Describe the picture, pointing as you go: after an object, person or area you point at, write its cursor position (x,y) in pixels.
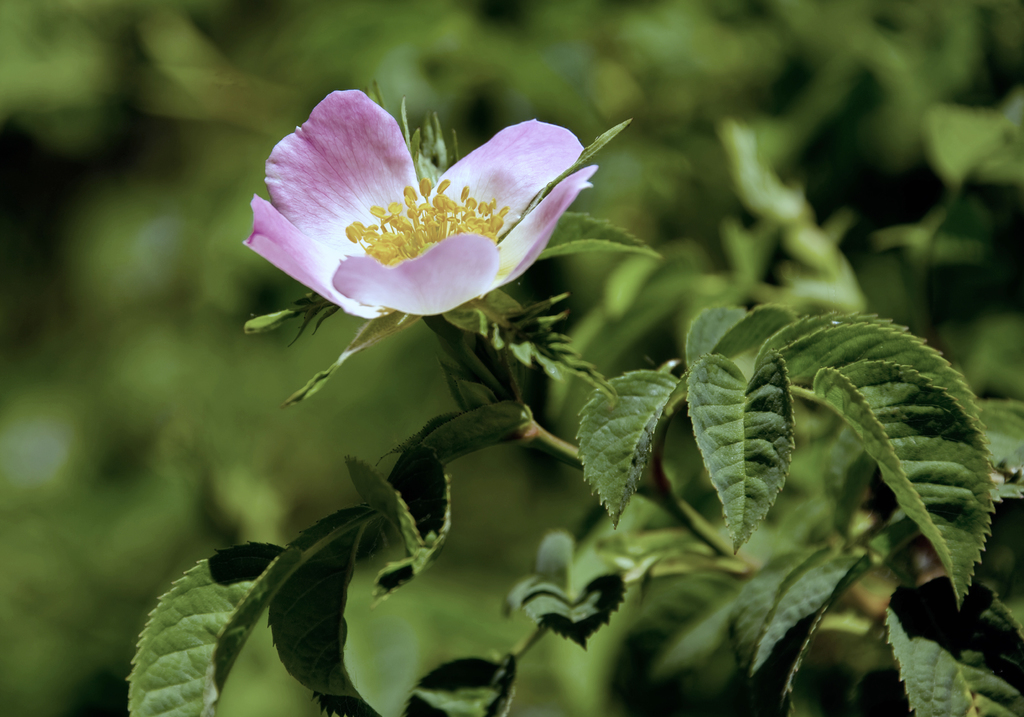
In the branch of the plant (503,319) we can see a flower (404,259). On the right (771,497) there is a plant (764,153). On the bottom (947,663) we can see leaves (970,570).
